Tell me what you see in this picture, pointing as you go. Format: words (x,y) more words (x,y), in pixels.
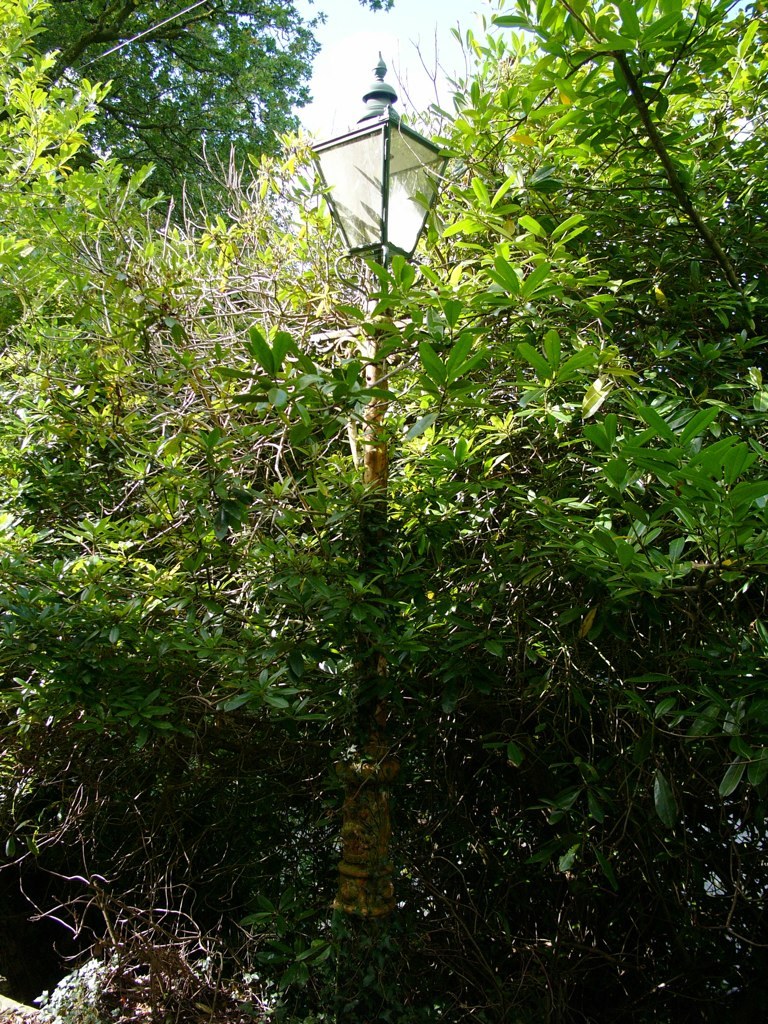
We can see light (349,134) on pole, plants (311,847) and trees (171,65). In the background (364,60) we can see sky (389,58).
